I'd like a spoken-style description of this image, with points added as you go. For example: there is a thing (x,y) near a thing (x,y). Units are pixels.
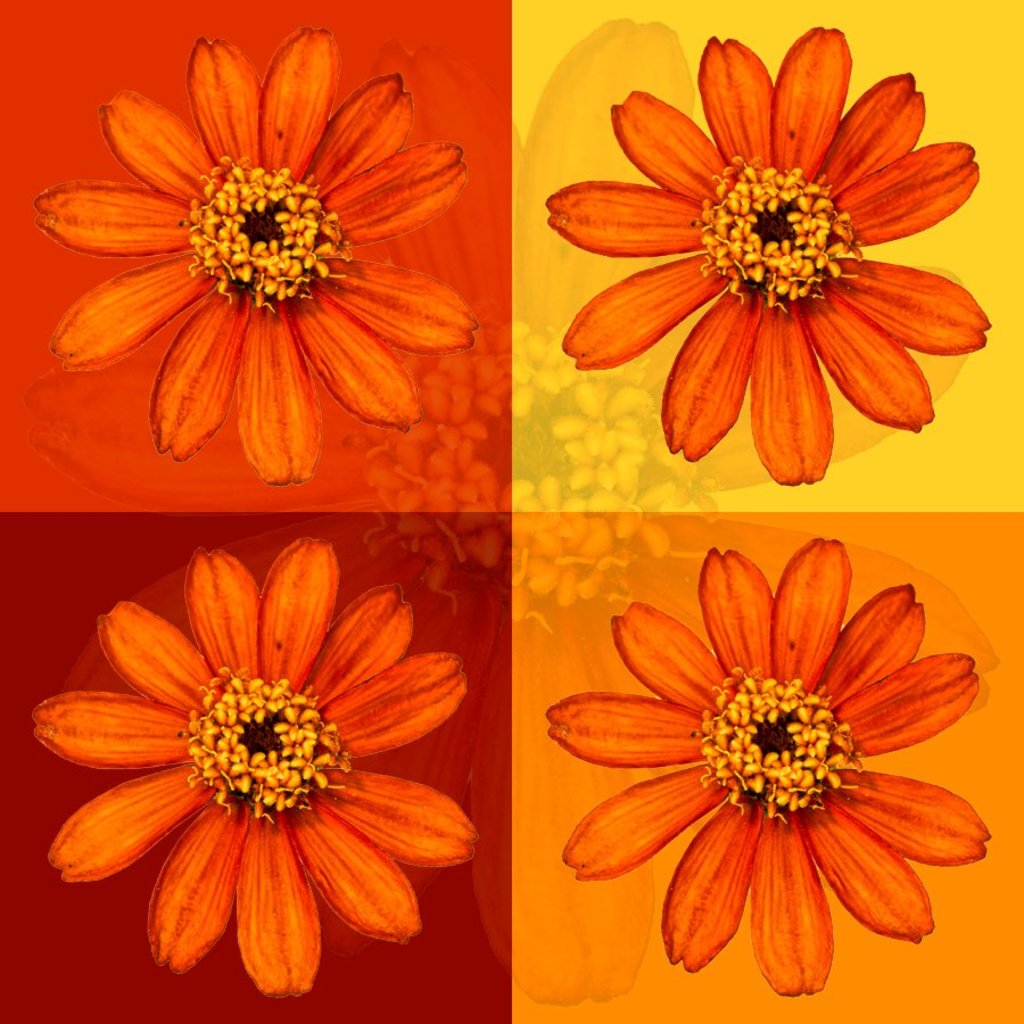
This is a collage picture. In this picture I can see flowers (434,569).
